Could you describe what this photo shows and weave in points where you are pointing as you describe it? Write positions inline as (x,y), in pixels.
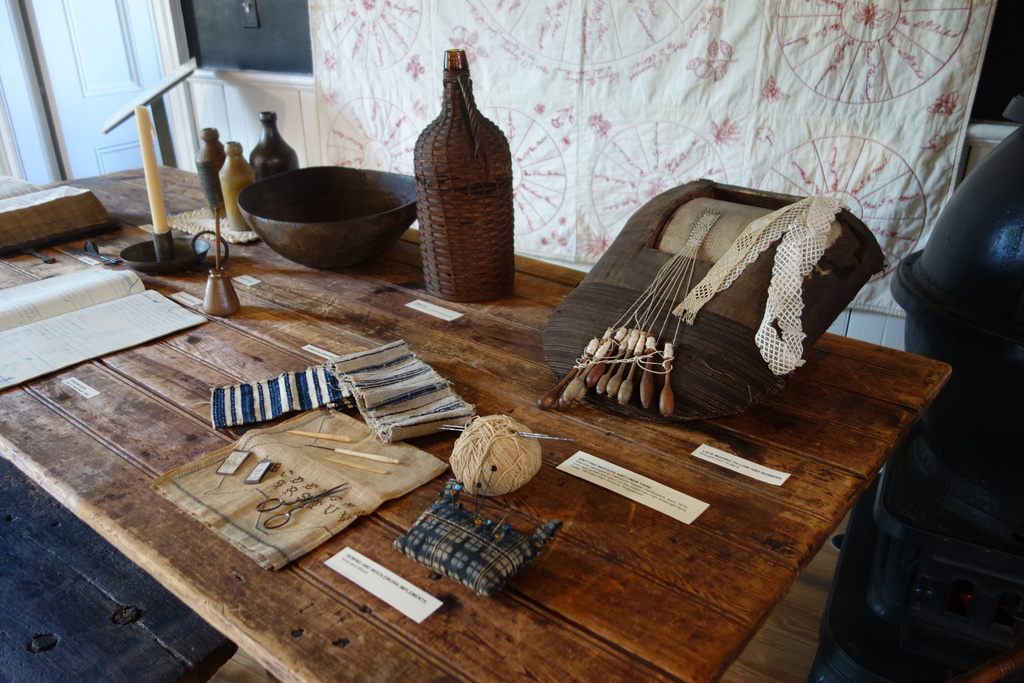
On the table (173,187) we can see a book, candle stand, candle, a bottle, bowl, bag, scissor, cloth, thread (523,469), small piece of paper (605,477) and few bottles (248,171). In the background (103,71) there is a door (118,74) and a cloth (653,165).
